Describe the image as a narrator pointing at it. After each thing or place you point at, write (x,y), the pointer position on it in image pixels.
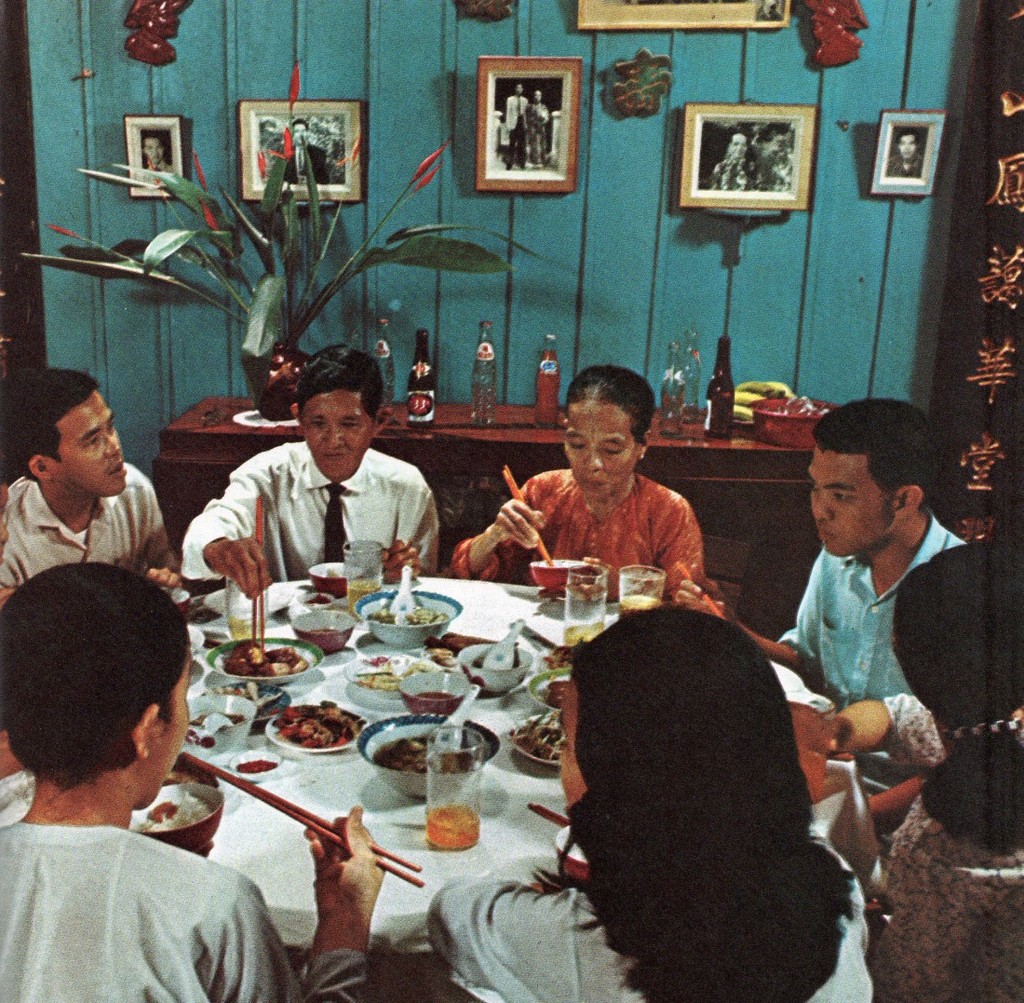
A group of people (61,506) are having dinner together. There are dishes (443,638) on the dining table (401,885) behind them there is a wall (518,322), photo frames (530,168).
